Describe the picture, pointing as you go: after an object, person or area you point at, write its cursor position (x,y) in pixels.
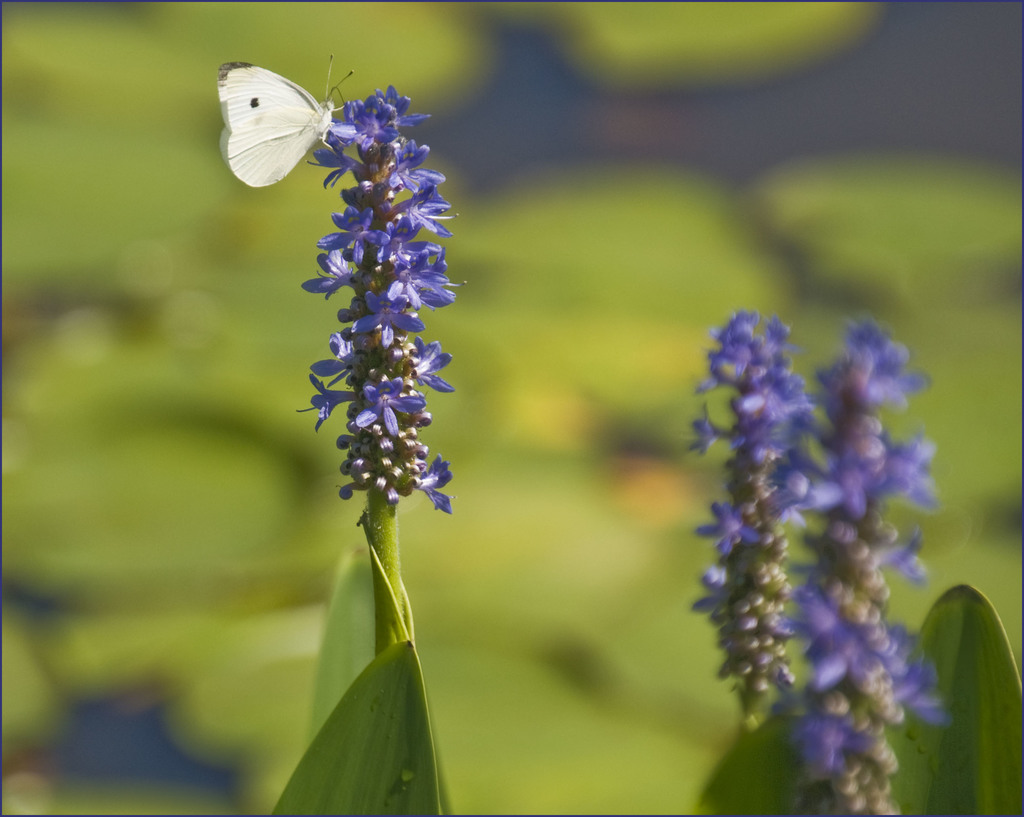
In this image I can see the butterfly (259,145) on the flowers (415,208) and the butterfly (279,108) is in white and gray color and the flowers (387,365) are in purple color, few leaves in green color and I can see the green color background (38,223).
